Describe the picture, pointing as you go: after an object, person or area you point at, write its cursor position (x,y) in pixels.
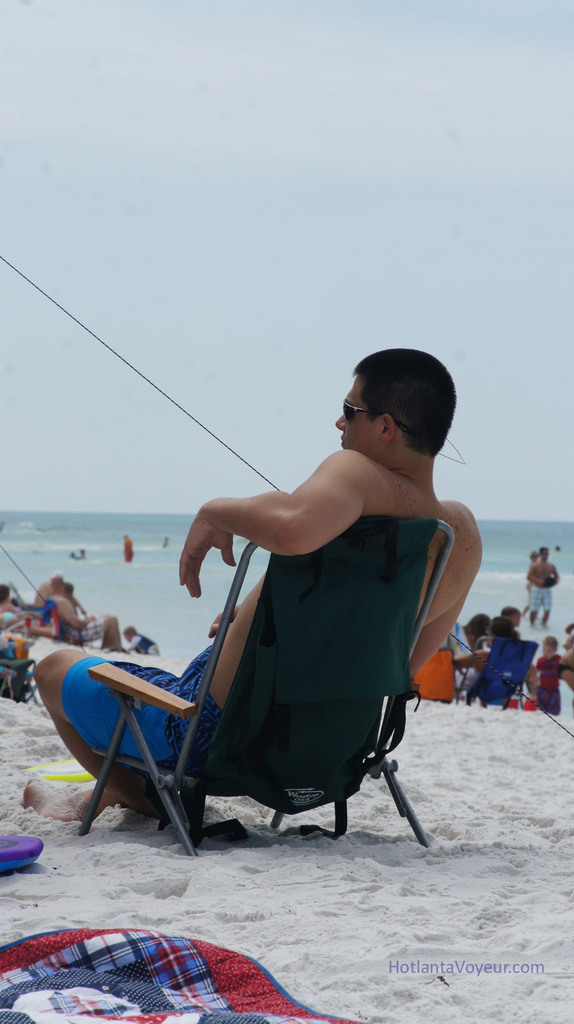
In this image in the foreground (219,655) there is one person (363,442) who is sitting on chair (244,728). At the bottom (213,848) there is sand (473,890) and on the sand (217,915) there are some clothes (138,953), in the background (540,574) there are a group of people (513,623) and a beach (525,623).
